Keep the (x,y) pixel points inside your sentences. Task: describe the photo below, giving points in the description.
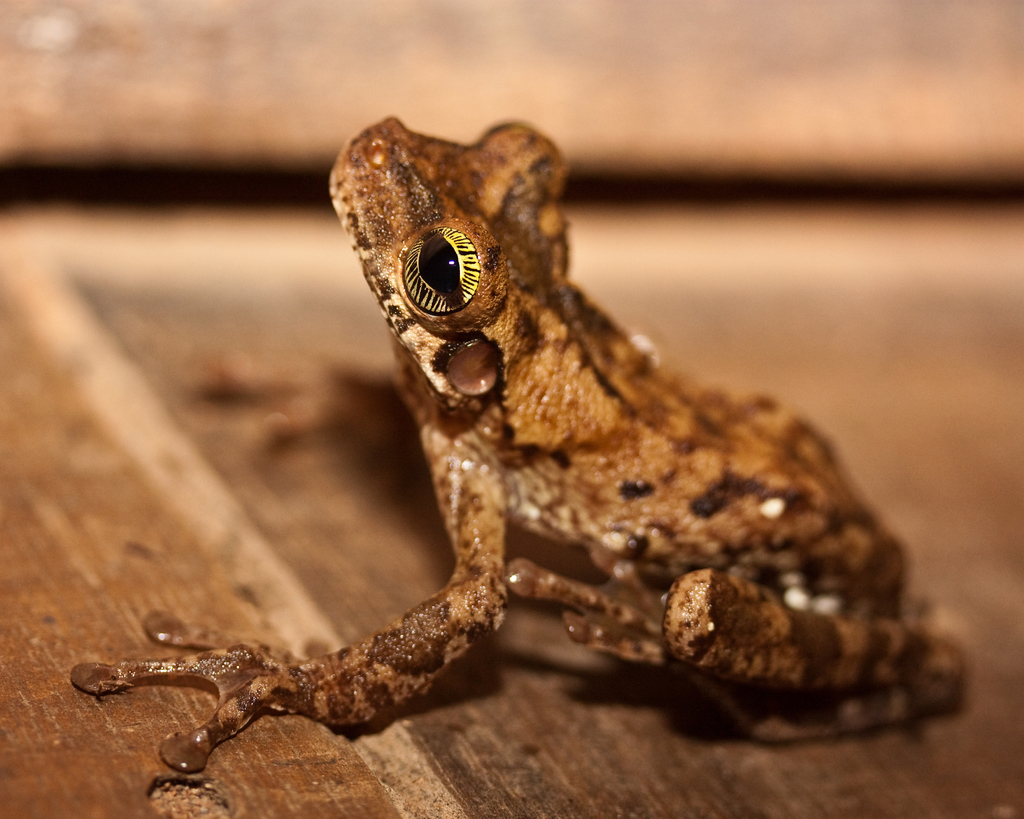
In the center of the image (526,312) there is a frog (474,473) on the floor (450,752).
